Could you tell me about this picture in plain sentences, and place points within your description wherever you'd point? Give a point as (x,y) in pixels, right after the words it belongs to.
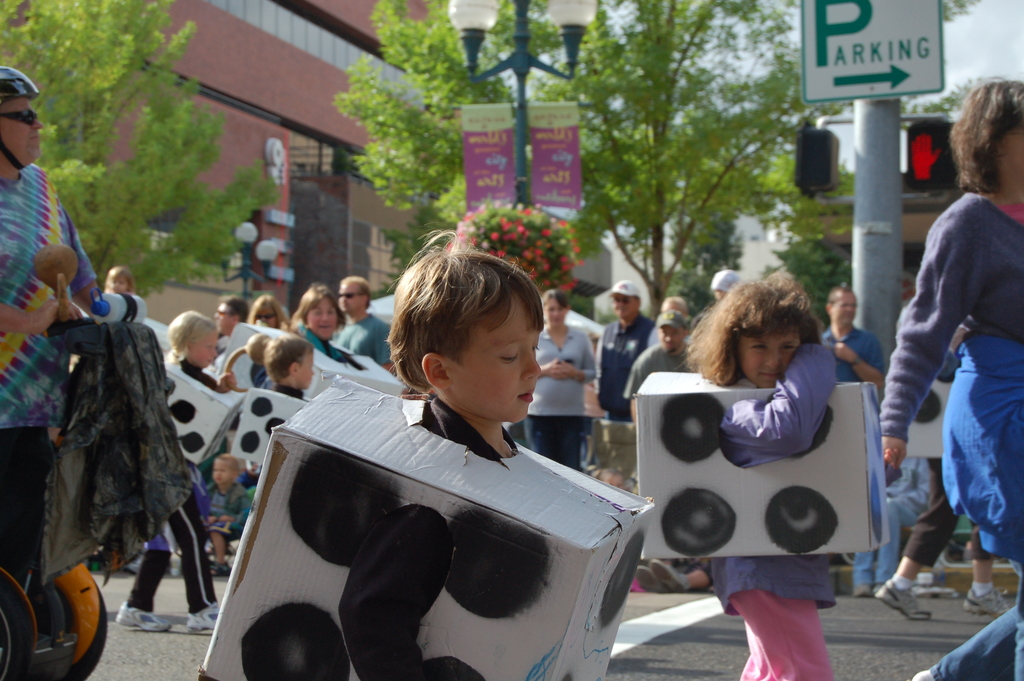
In this image, we can see few kids (420,332) are wearing carton box costume (466,562). Here we can see a group of people (1005,430) are standing. Background (151,250) we can see trees (741,209), pole (858,265), sign board (893,70), banners (557,163), lights (254,258), building (293,170) and sky (958,57).
